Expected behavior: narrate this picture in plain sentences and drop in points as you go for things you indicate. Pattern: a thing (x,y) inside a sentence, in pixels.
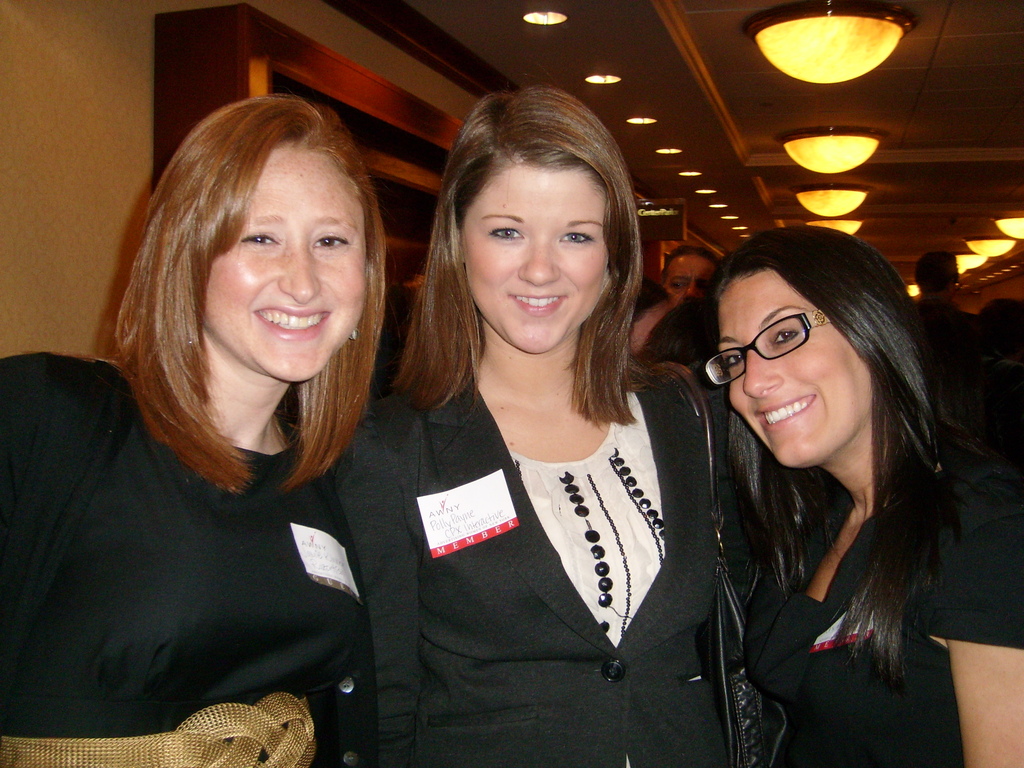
In the center of the image (516,476) we can see three persons (506,547) are in different costumes (527,528) and they are smiling. In the background (38,217) there is a wall (100,130), lights (797,48) and a few people (988,442).
